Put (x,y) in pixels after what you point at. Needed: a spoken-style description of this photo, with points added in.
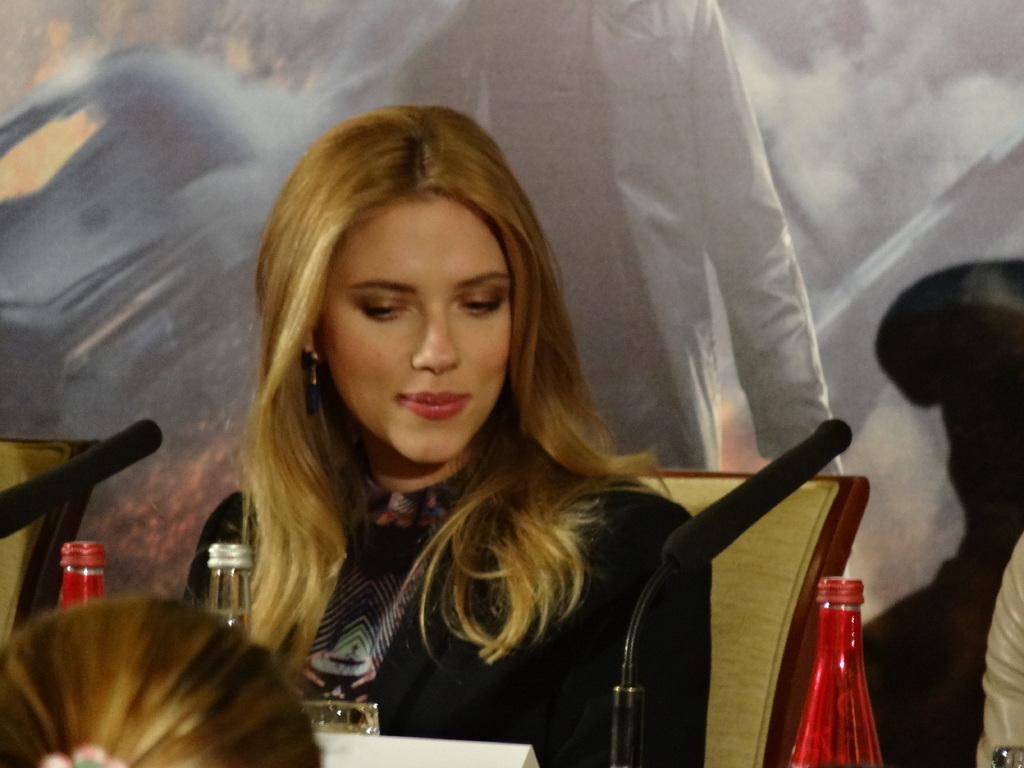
In this image we can see a women (581,531) who is wearing a black dress (526,679) and she is sitting on the chair (758,581). In-front of her there is a table (410,754) on that we can see a glass (323,706) and three bottles (78,568) and two mics (74,490). On the bottom right corner (1009,698) we can see a person's hand (982,749). On the bottom left corner (202,615) there is a woman's head (173,732). on the background (182,232) there is a poster (229,80) which shows a person (568,134) who is wearing a jacket (687,109).
